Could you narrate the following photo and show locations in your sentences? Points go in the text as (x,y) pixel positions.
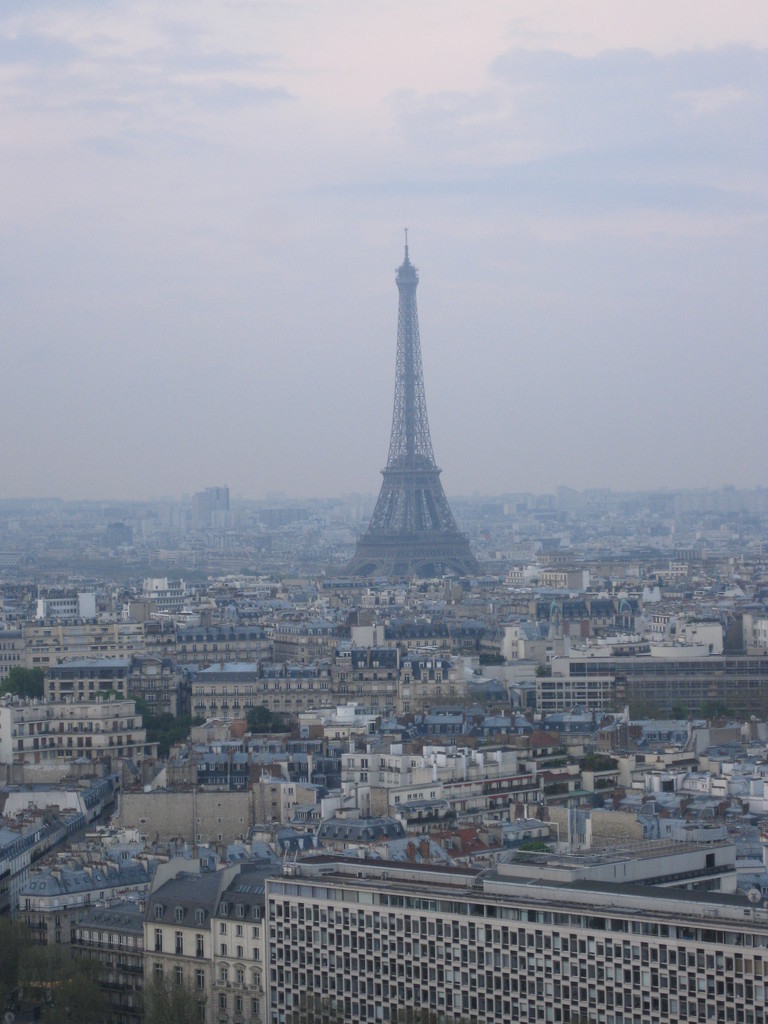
This is an overview of a city (419,569), we can see buildings (312,664) and a tower (415,499) at the bottom of this image (366,843), and there is a sky (395,260) in the background (439,184).
